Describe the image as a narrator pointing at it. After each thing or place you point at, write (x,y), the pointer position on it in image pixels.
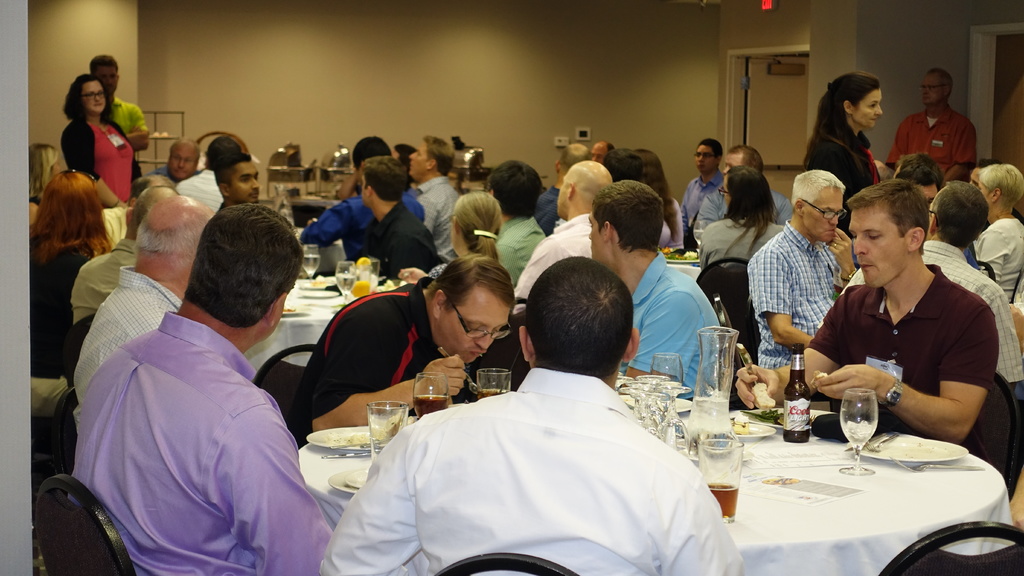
There are group of people (568,363) sitting in front of a table (693,401) and there are some eatables (754,418) and drinks (788,420) on it and there are two persons (110,124) standing in left (106,108) and right corner (929,123).
